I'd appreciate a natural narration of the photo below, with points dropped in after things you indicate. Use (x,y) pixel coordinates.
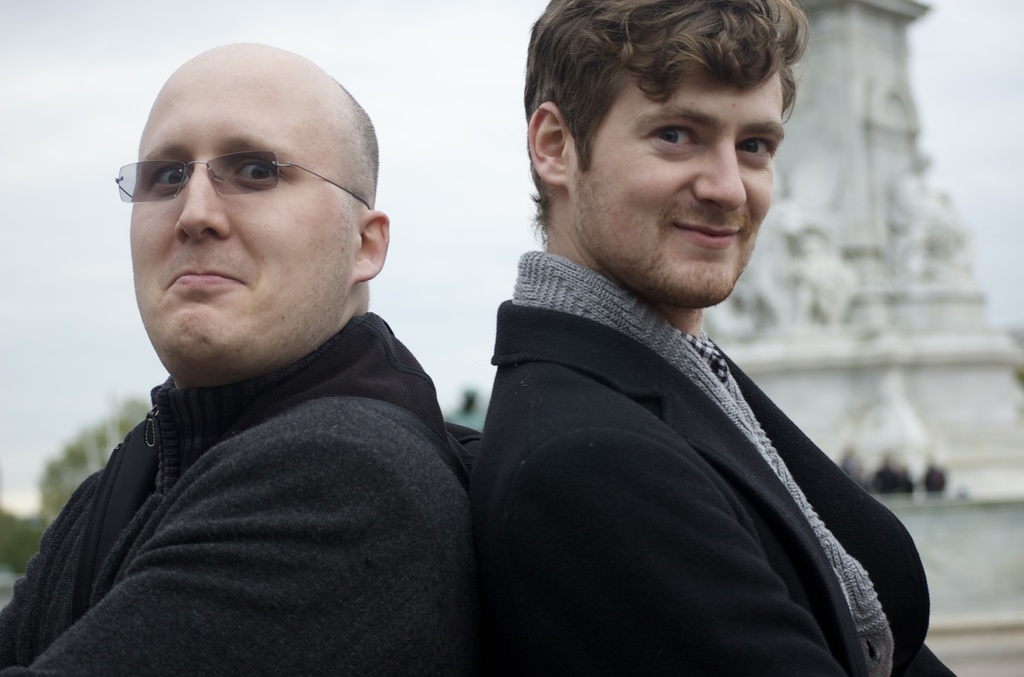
In this image I can see two men (425,448) and I can see both of them are wearing black dress (488,493). I can also see smile on his face (642,210) and here I can see he is wearing specs (218,162). I can see this image is little bit blurry from background (162,57).
